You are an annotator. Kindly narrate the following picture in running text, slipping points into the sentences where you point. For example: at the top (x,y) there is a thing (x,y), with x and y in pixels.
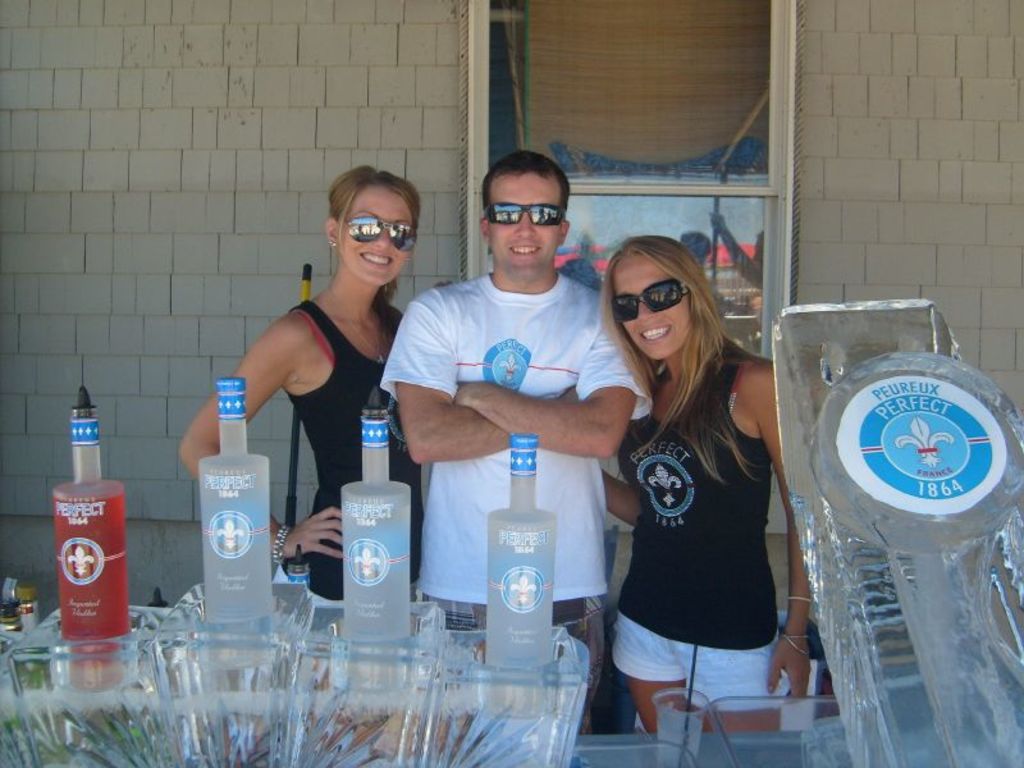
In this picture we can see one man (468,361) and two women (330,323) wore goggles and they are smiling and in front of them we can see bottles (527,642) and in background (186,531) we can see wall (177,150), window (538,145).
